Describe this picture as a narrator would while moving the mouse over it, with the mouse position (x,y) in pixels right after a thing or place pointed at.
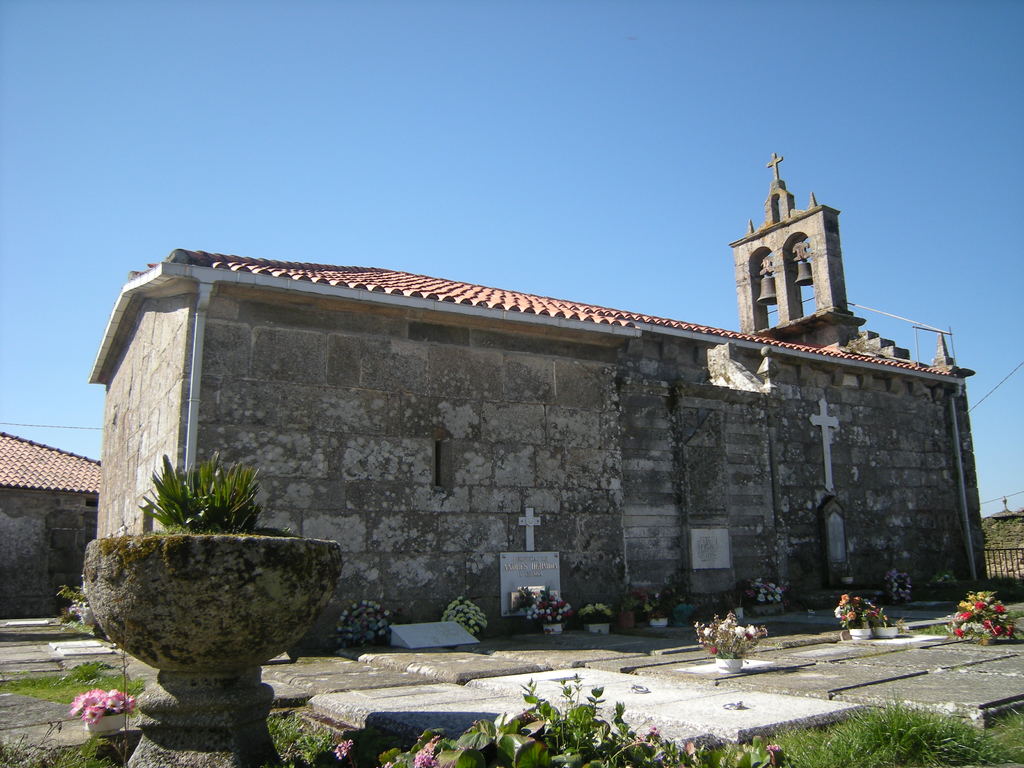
In this image I can see two buildings (301,414) with a bell tower (768,286) on one building (900,431) at the top (781,242). I can see some potted plants (325,586) and other plants (586,736) at the bottom of the image (881,734). At the top of the image (830,124) I can see the sky (419,160).
